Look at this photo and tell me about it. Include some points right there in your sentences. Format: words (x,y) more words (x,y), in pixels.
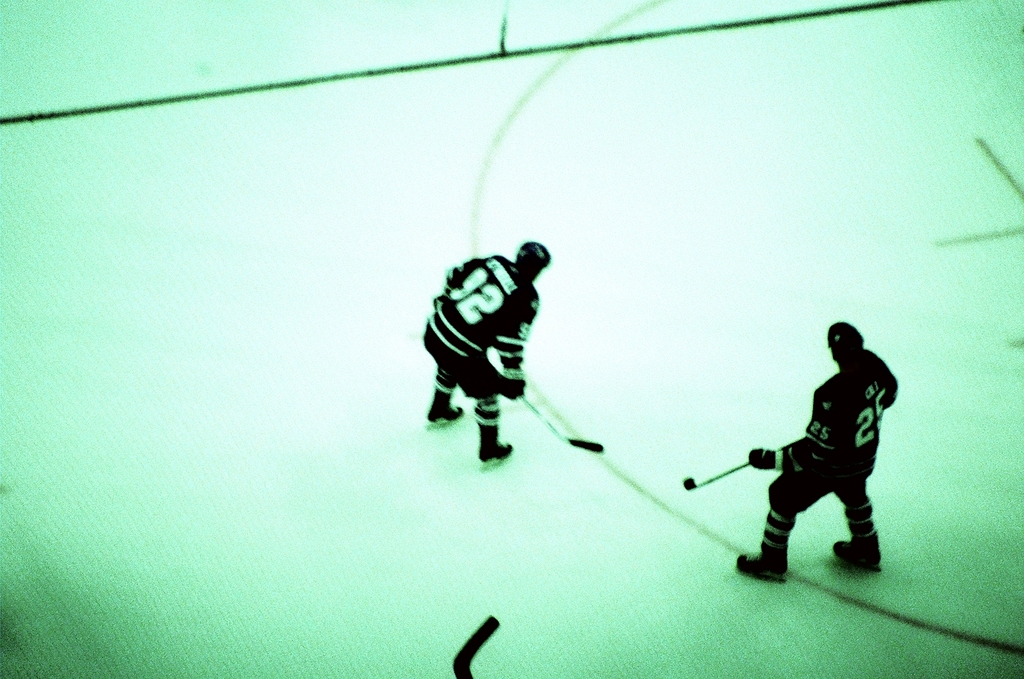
This image consists of two persons (477,381) playing hockey. And they are skating. At the bottom (584,619), there is a skating ground (402,441).
